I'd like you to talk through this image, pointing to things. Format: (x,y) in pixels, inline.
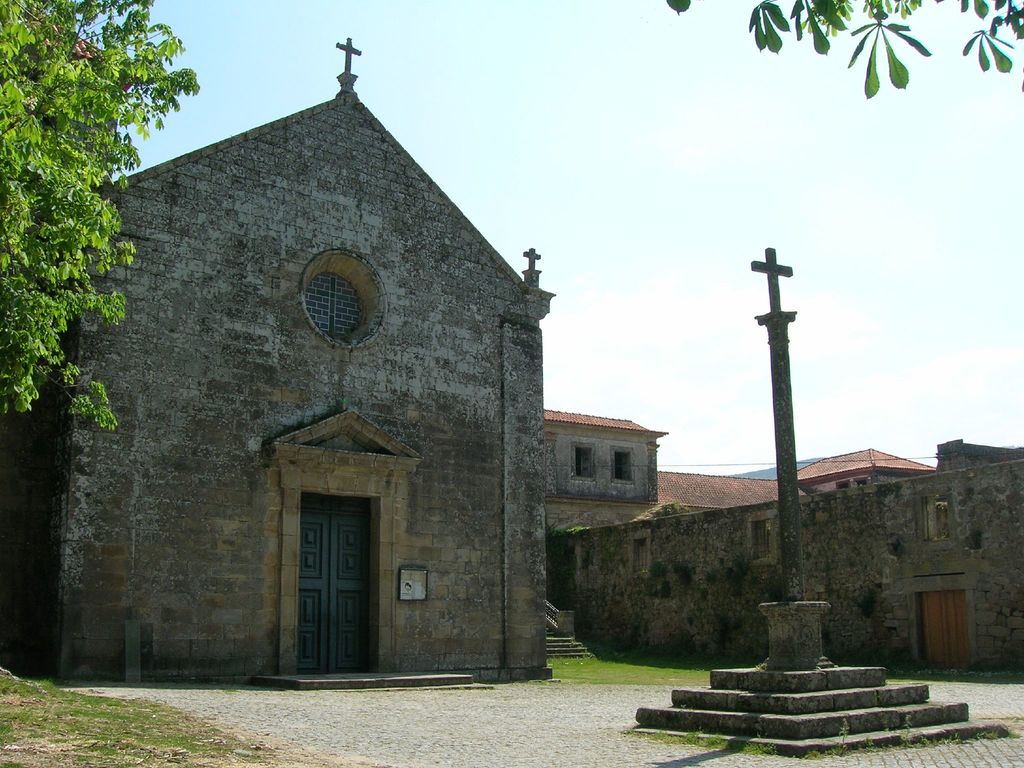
I think this is a church (462,499). I can see the holy cross symbols (534,257) at the top of the building (212,300). This looks like a window (345,325). I think this is a door (316,616). This looks like a pole (772,358). These are the stairs (852,688). I think these are the houses (771,481). I can see a wooden door (945,619). Here is the tree (48,210).
